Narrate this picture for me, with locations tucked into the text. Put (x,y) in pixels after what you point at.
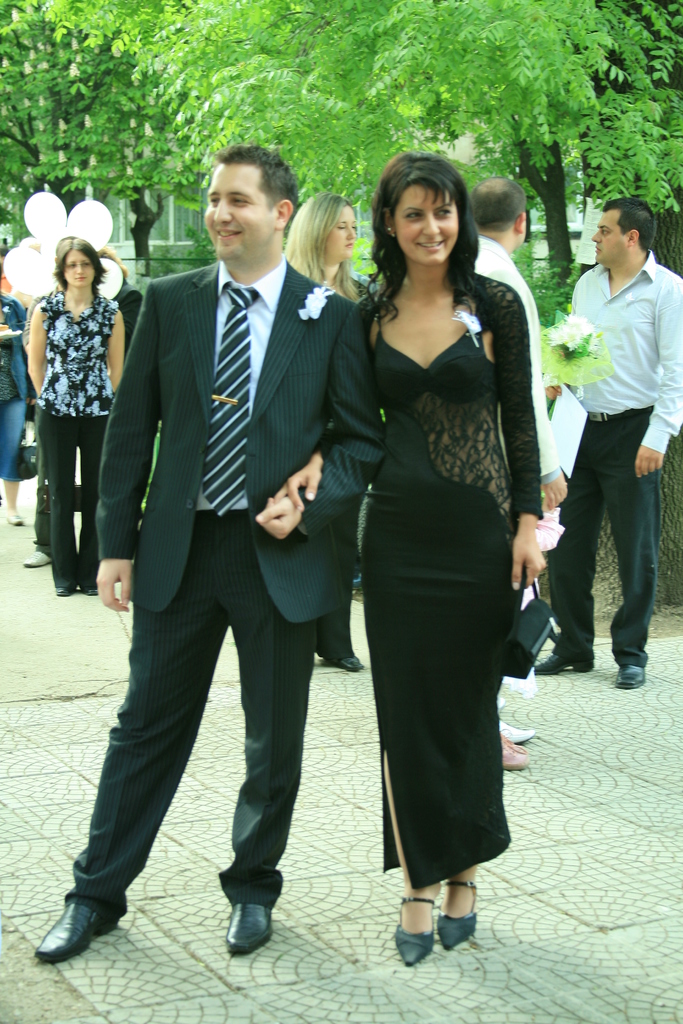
There is a man (270,482) and a woman (434,530) standing. Woman (503,570) is holding something in the hand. In the background (76,310) there are many people (3,260), balloons (48,240) and trees (538,62).
